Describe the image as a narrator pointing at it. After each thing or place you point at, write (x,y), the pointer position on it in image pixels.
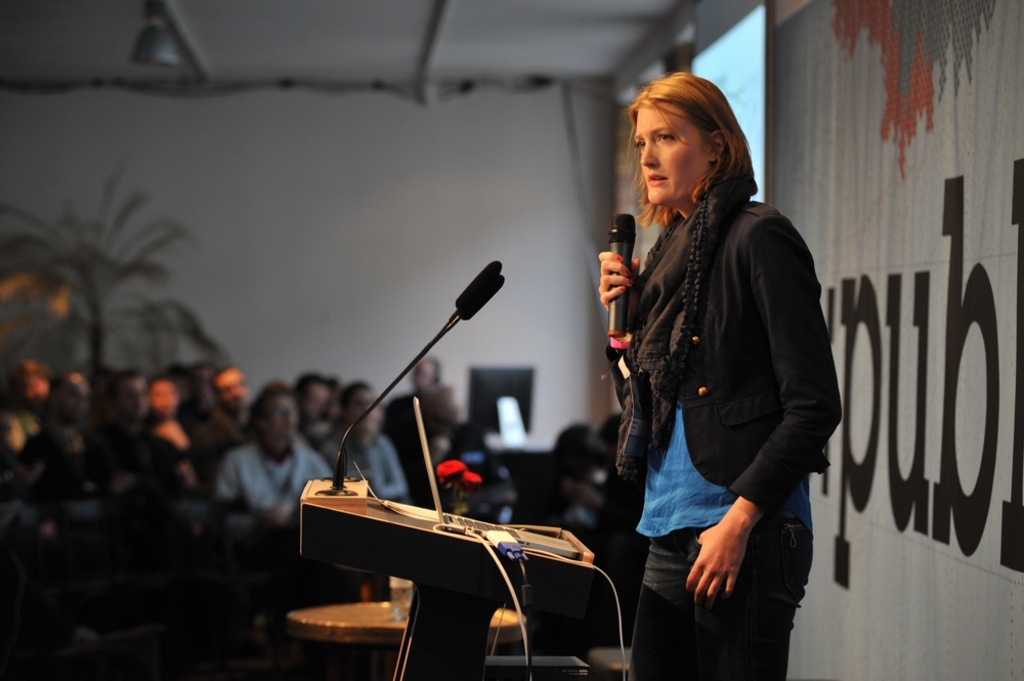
There are few people (250,493) here sitting and listening to a woman (668,402) standing at the podium (416,543) and holding microphone (626,248) in her hand (606,279).
